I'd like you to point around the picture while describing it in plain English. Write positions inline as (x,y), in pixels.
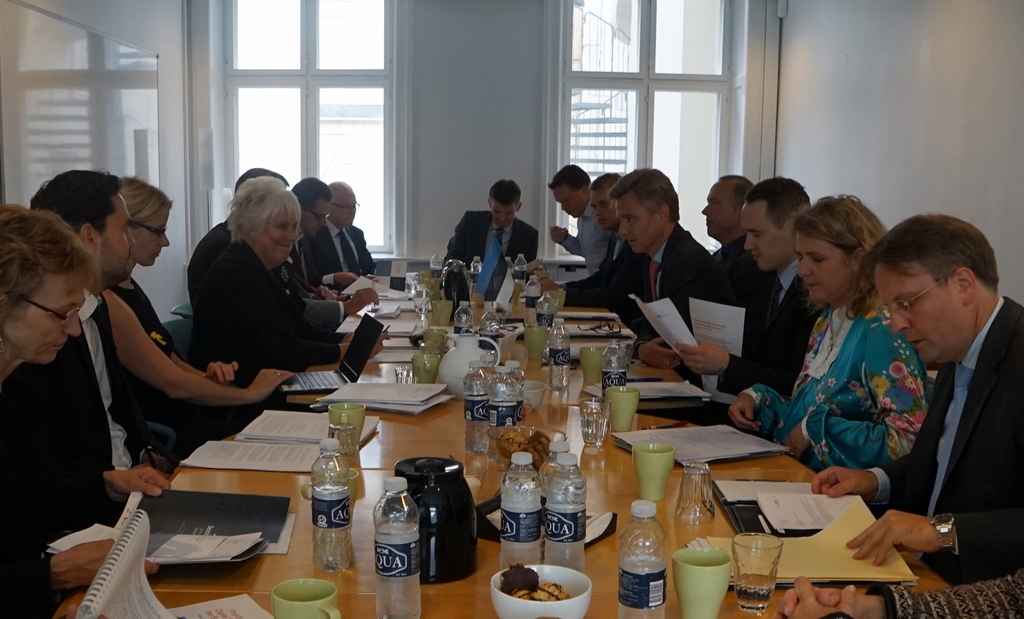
There are people (851,377) sitting on chairs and this man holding papers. We can see bottles (653,538), papers (252,609), cups (279,616), glasses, bowls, kettles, laptop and objects (494,299) on the table (461,446). In the background (273,35) we can see wall (516,81) and glass windows (324,83).
